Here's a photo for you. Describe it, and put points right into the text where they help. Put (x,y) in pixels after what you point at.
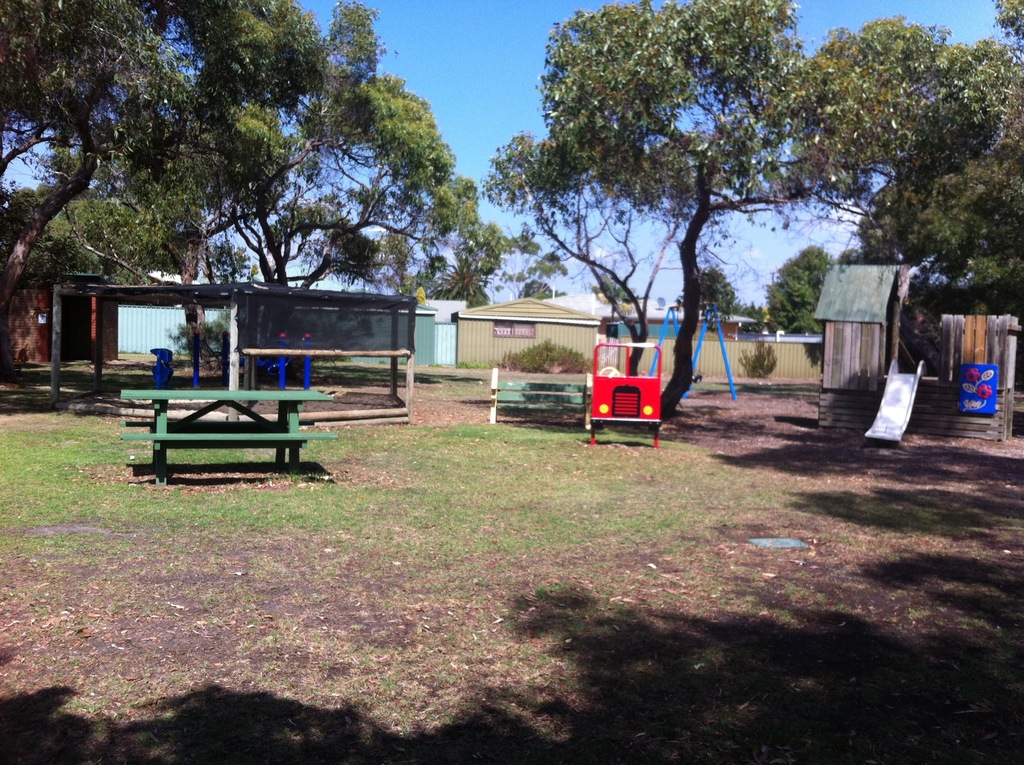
In this image there are benches (588,397), U shaped swing (729,378), plants (774,363), buildings (681,313), shed (300,290), a kids playing car (605,387), slider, and in the background (528,190) there are trees (12,55), sky (473,134).
